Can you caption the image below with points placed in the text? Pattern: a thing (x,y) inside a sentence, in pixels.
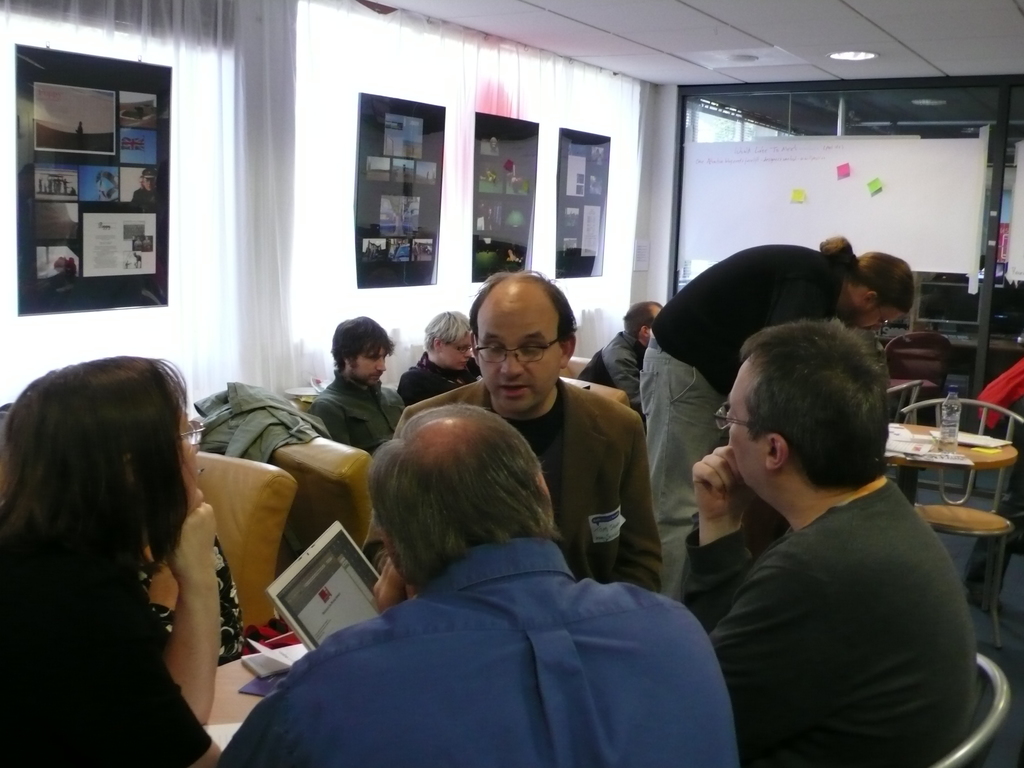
In this image we can see few people (510,508) sitting. There are sofas (235,475). On the table (961,430) there is a bottle (953,425). Also there are some other things (926,448). And we can see a laptop (302,610). In the back (305,274) there are curtains (306,116). On the curtains (335,101) there are posters (425,189) with images (56,198). In the back (801,176) there is a board (750,176). On the board (760,159) few papers (876,182) are pasted.
